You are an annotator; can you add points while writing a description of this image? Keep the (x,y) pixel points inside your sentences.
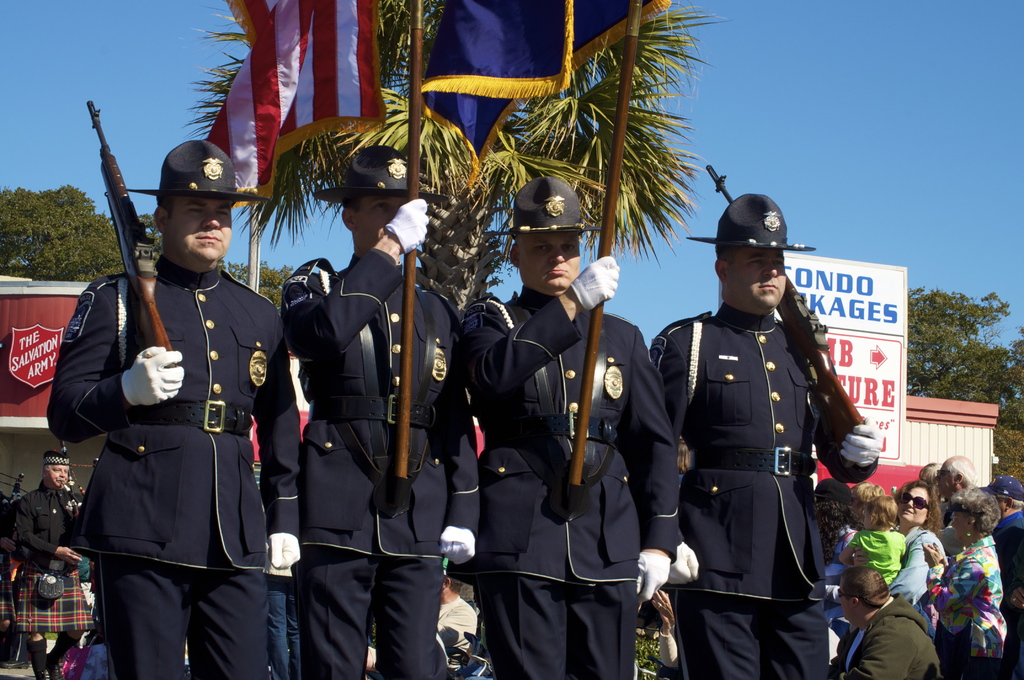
In this image there are four soldiers (618,435) who are standing in the middle (463,409). The two soldiers (468,352) in the middle (353,441) are holding the flag (492,137) while the other two (228,311) are holding the gun (803,343). In the background (470,204) there is a tree (455,237). On the right side (904,542) there are few people (900,544) standing on the floor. At the top (889,177) there is sky (885,102). Beside the tree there is a hoarding (852,320).
